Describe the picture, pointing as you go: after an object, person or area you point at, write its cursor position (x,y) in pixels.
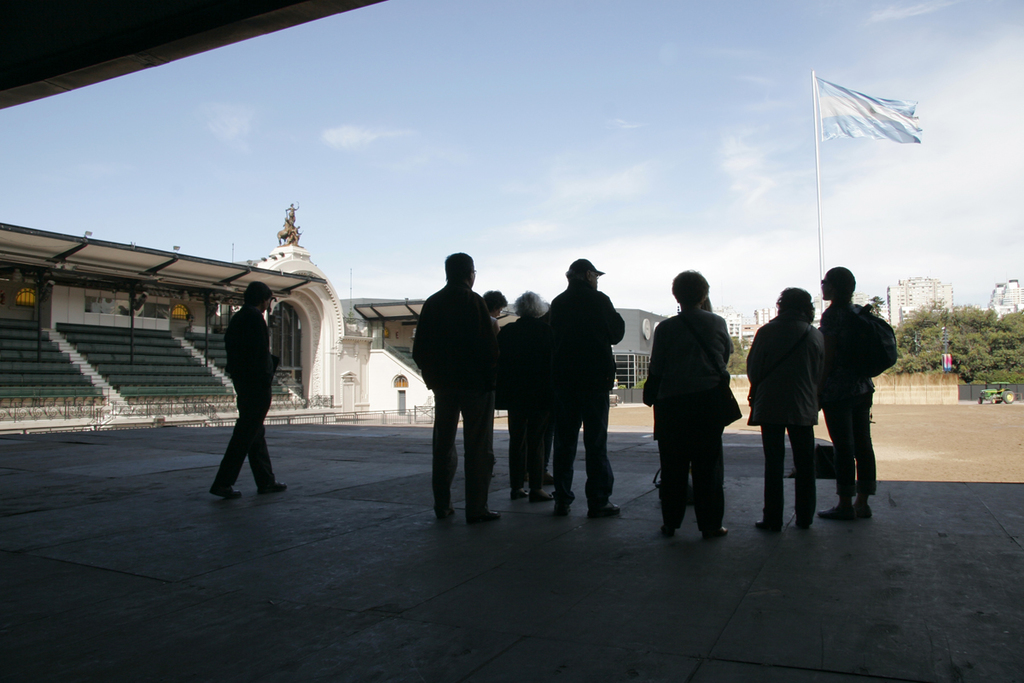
In this image we can see people (271,353), open-sheds (186,271), trees (996,360), buildings (995,304), arch (320,294), benches (145,370), poles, flag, vehicle (1006,390) and cloudy sky (743,139). Above that arch (298,269) there is a statue (292,206).
